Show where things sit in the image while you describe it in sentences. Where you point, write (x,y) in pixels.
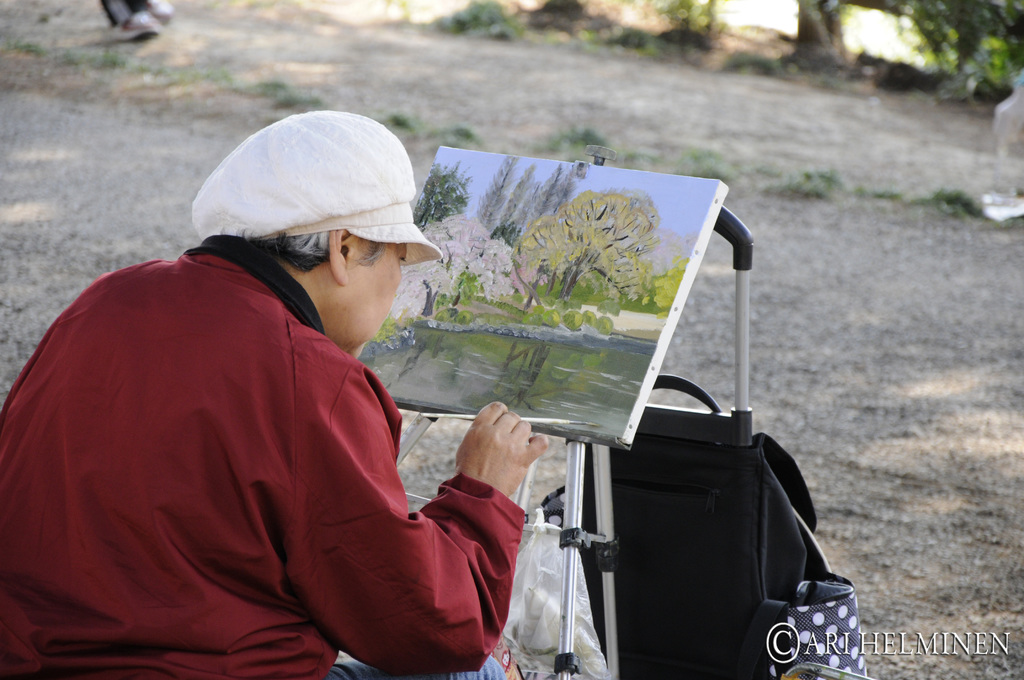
In the foreground of the picture (228,379) there is a person (391,468) painting. In the center (617,268) there is a frame (635,306) and stand (595,540). The background (64,68) is blurred. In the background (782,98) there are trees (929,36), grass (623,39) and soil (916,186).
